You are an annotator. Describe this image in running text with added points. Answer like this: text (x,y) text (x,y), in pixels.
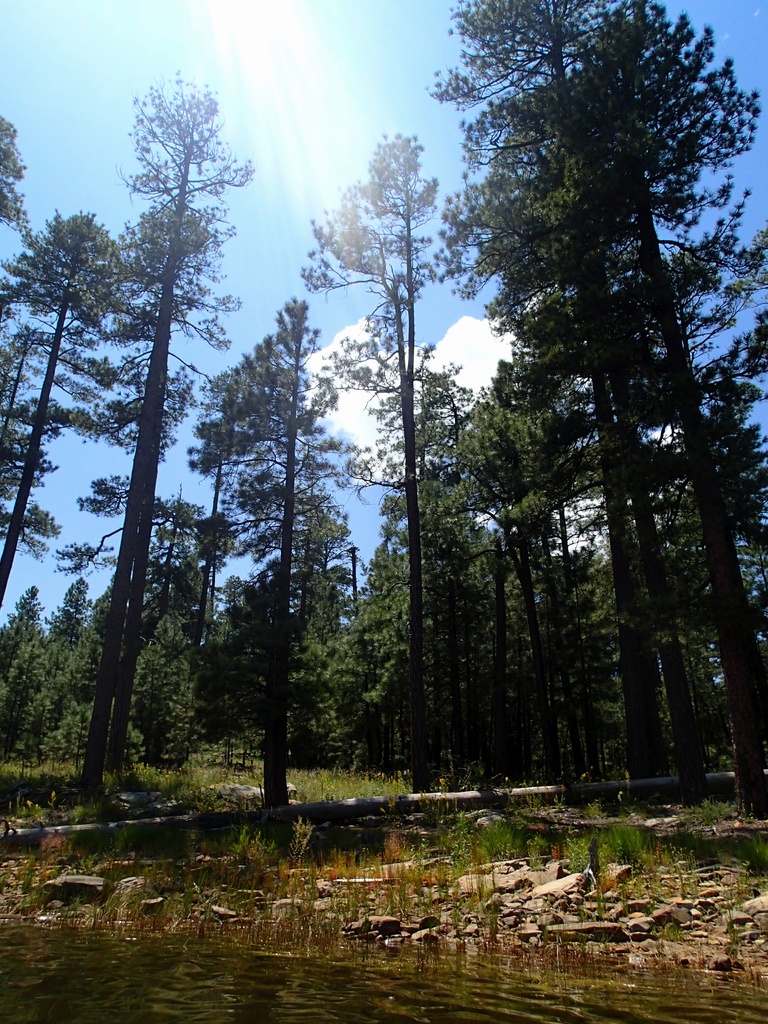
In this image in the center (406,635) there are some trees (712,687), at the bottom (351,973) there is pond (487,975) and some rocks (596,900) and grass (324,850). At the top of the image (260,87) there is sky (260,87).
